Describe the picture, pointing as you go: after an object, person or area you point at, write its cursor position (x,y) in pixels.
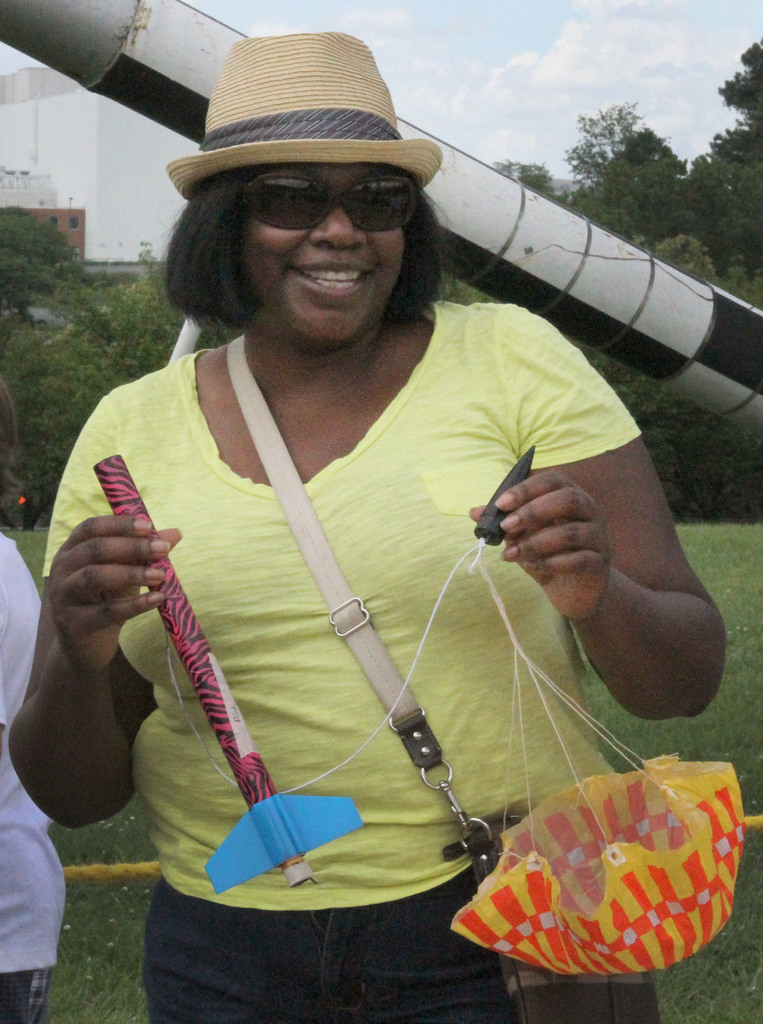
In this image, we can see a woman (613,523) standing and she is holding some objects (653,828), she is wearing specs (258,190) and a hat (183,192), at the left side (18,901) there is a person (12,859) standing and in the background (732,167) there are some green color trees (592,175), at the top (542,59) there is a sky (530,63).
